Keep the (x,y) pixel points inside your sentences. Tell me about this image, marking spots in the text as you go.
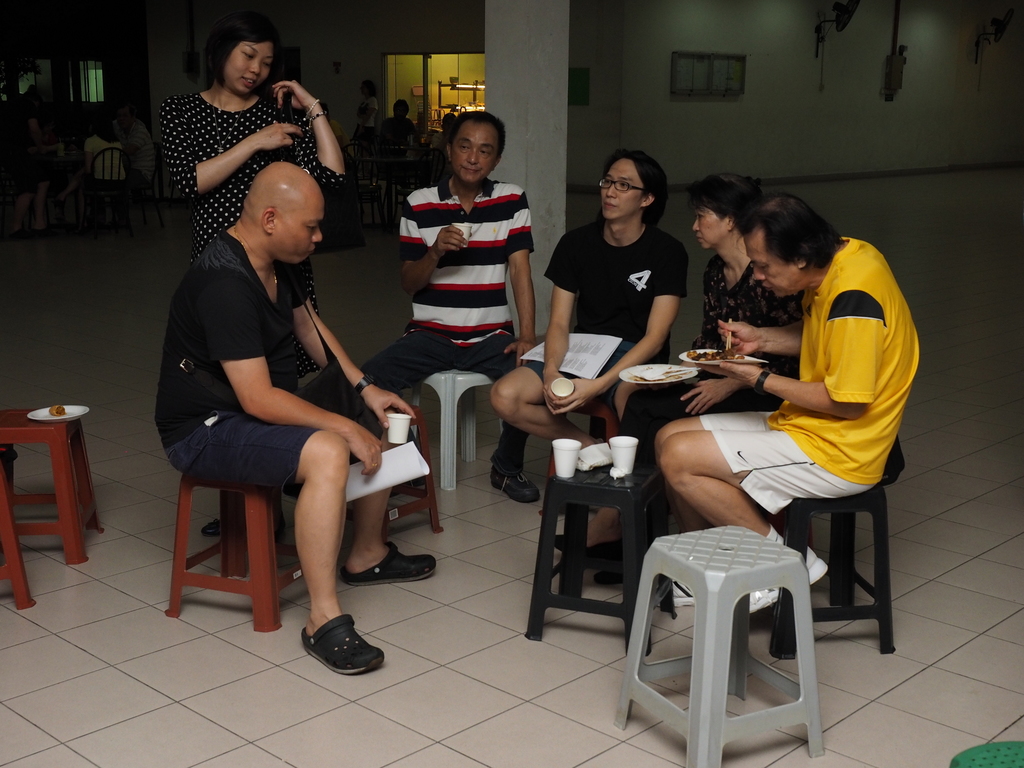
In this image i can see group of people (235,335) sitting on chairs (830,506), few of them are holding cups (391,441) in their hands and a person (717,368) is holding a plate (727,358) and chopsticks (730,340). In the background (108,162) i can see a woman (252,143) standing and few other people (84,145), i can also see a wall (359,52), a window (423,128), few chairs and lights (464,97).
